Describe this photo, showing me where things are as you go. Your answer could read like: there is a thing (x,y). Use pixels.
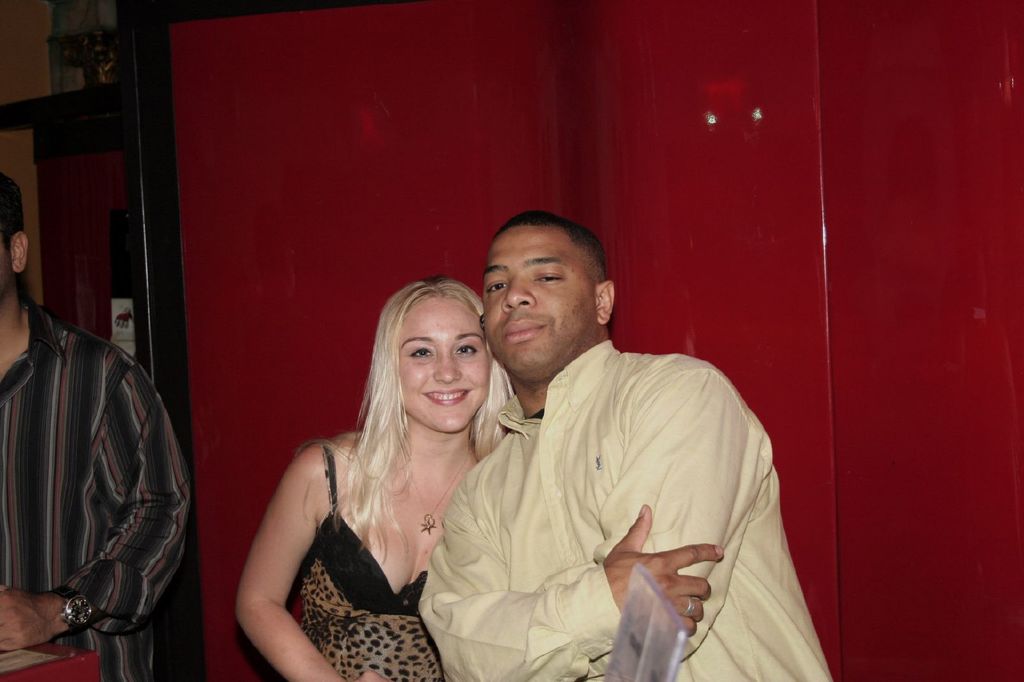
In this image I see 2 men (712,492) and a woman (286,651) and I see that this woman (302,465) is smiling and I see that this man (591,390) is wearing a shirt (543,524) and this woman (350,438) is wearing black and brown dress (333,596) and in the background (211,47) I see the red color thing (270,22) over here and I see that this man (91,500) is wearing a watch (68,616).
